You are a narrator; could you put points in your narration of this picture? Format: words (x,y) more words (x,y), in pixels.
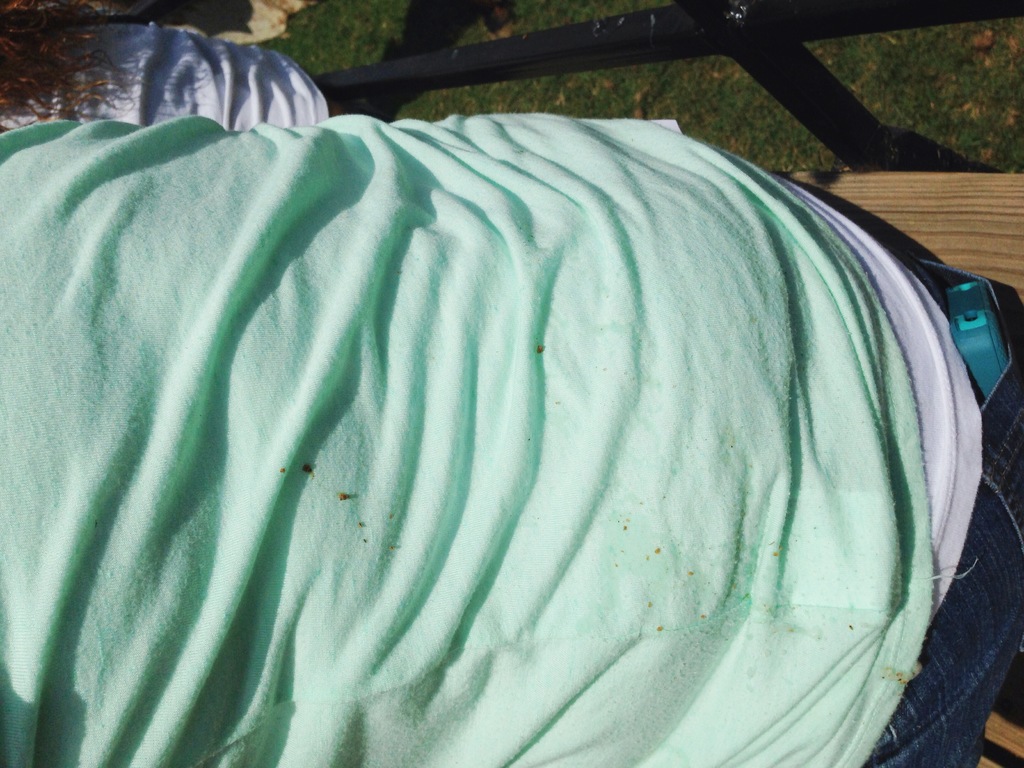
In this image we can see that they are looking like two persons (367,397). In the background of the image (785,133) there is the grass (766,124) and other objects (732,39).
